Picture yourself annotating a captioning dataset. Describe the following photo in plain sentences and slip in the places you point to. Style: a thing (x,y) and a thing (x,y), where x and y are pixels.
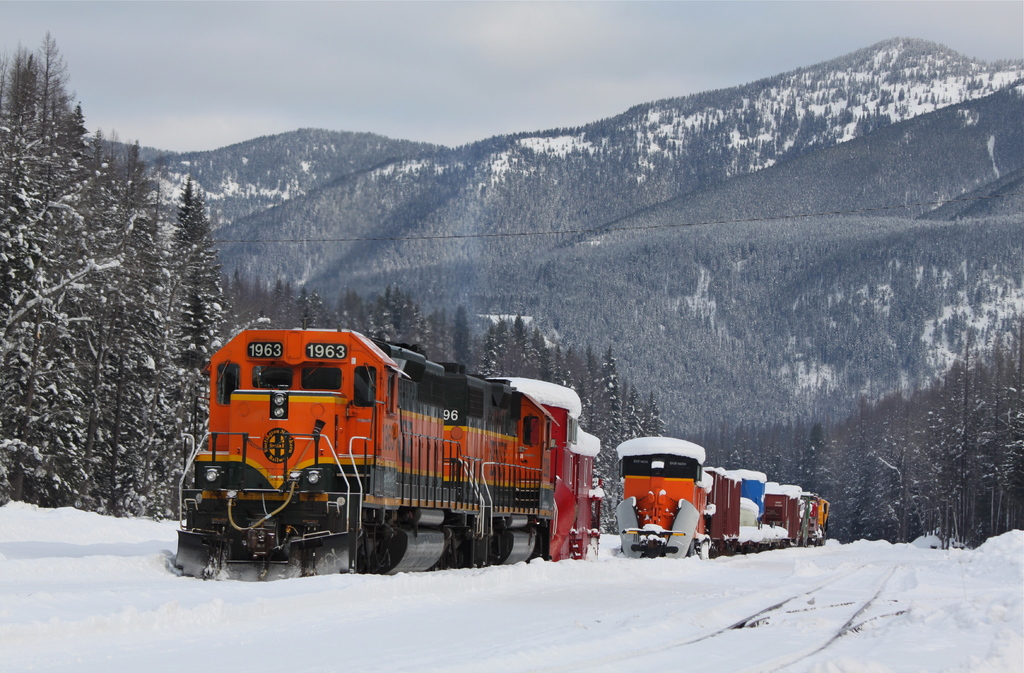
In this picture we can see trains (580,485), trees (133,366), snow (658,605), mountains (585,348) and in the background (279,52) we can see the sky (238,75).
